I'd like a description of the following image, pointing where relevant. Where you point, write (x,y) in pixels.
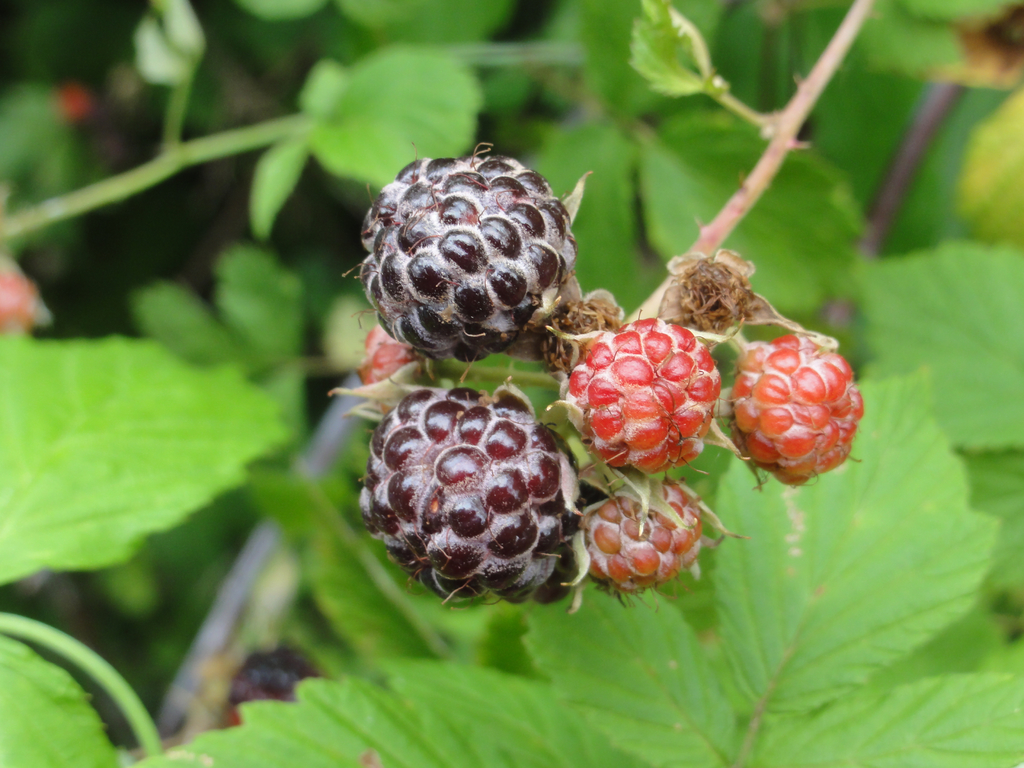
In this image we can see there are fruits (501,402) and leaves (530,657).
